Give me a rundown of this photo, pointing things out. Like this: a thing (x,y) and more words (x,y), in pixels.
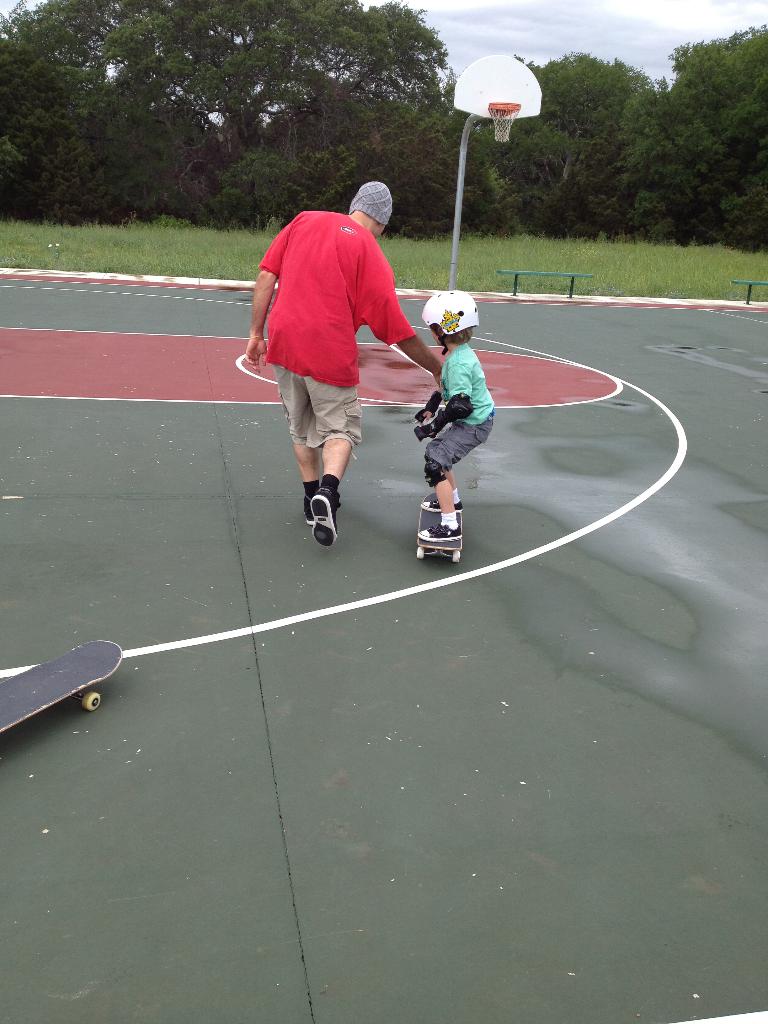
In this picture we can see two people (308,357), skateboard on the ground (388,466) and a child (458,456) wore a helmet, gloves (419,419) and standing on a skateboard (418,551), grass (724,287), benches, basketball hoop (499,60), trees (281,177) and in the background (575,20) we can see the sky (582,29).
